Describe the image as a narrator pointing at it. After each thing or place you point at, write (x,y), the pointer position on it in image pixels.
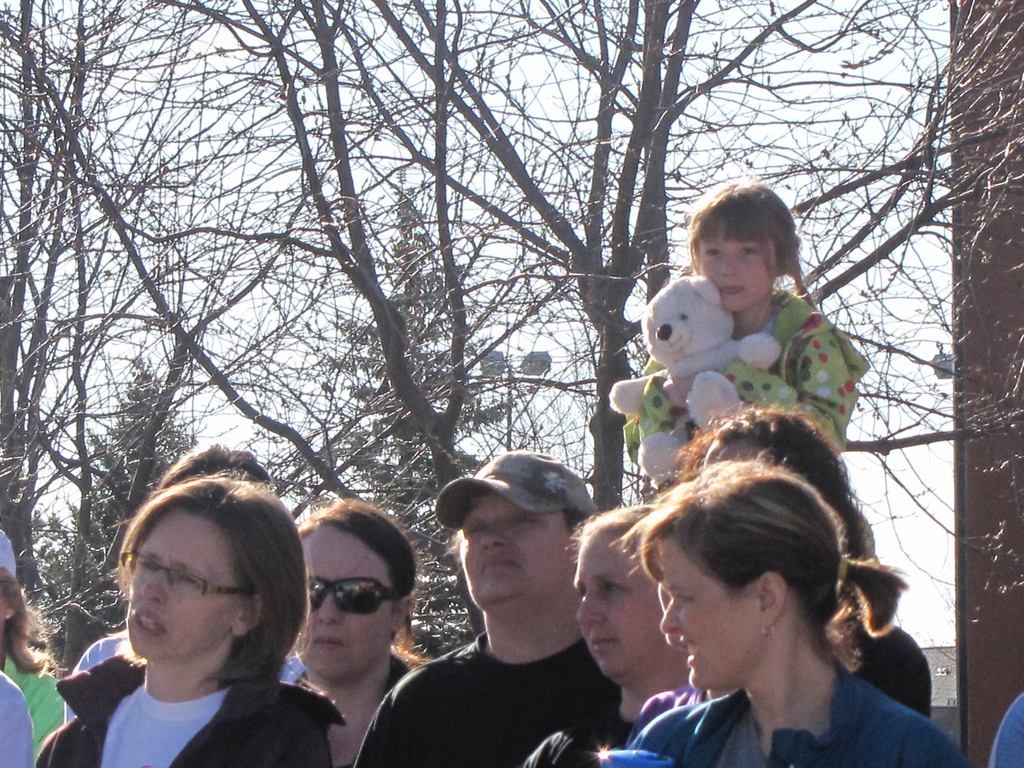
As we can see in the image there are group of people (602,603), teddy bear toy (718,387), trees (630,368) and at the top (352,128) there is sky (607,26).
